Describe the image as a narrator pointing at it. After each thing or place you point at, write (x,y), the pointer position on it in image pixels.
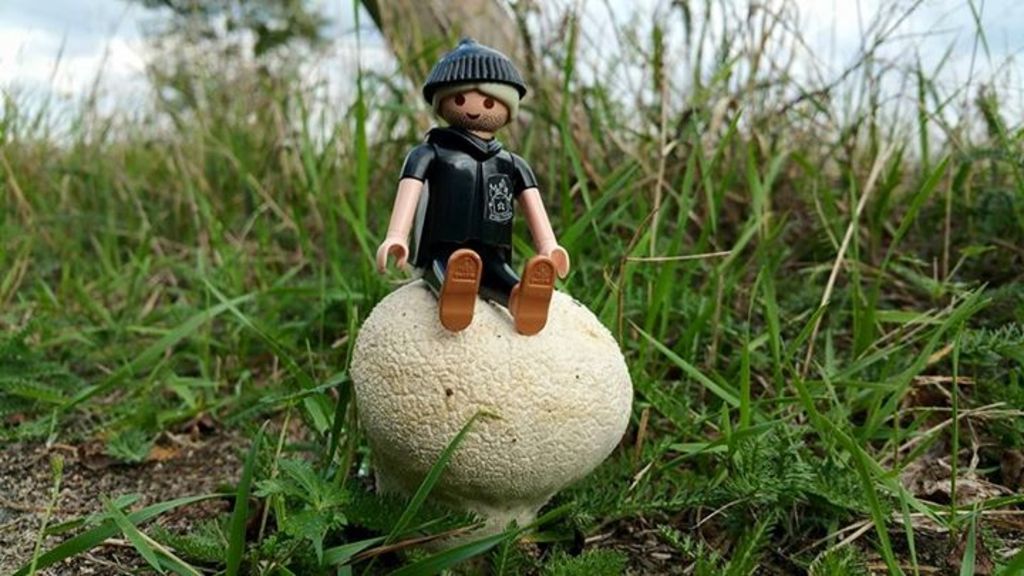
This picture is taken from outside of the city. In this image, in the middle (470,332), we can see a mushroom (470,332), on the mushroom (401,305), we can see a toy (469,143) sitting. In the background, we can see some trees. At the top (650,29), we can see a sky (603,1), at the bottom (200,384), we can see a grass (166,211).
